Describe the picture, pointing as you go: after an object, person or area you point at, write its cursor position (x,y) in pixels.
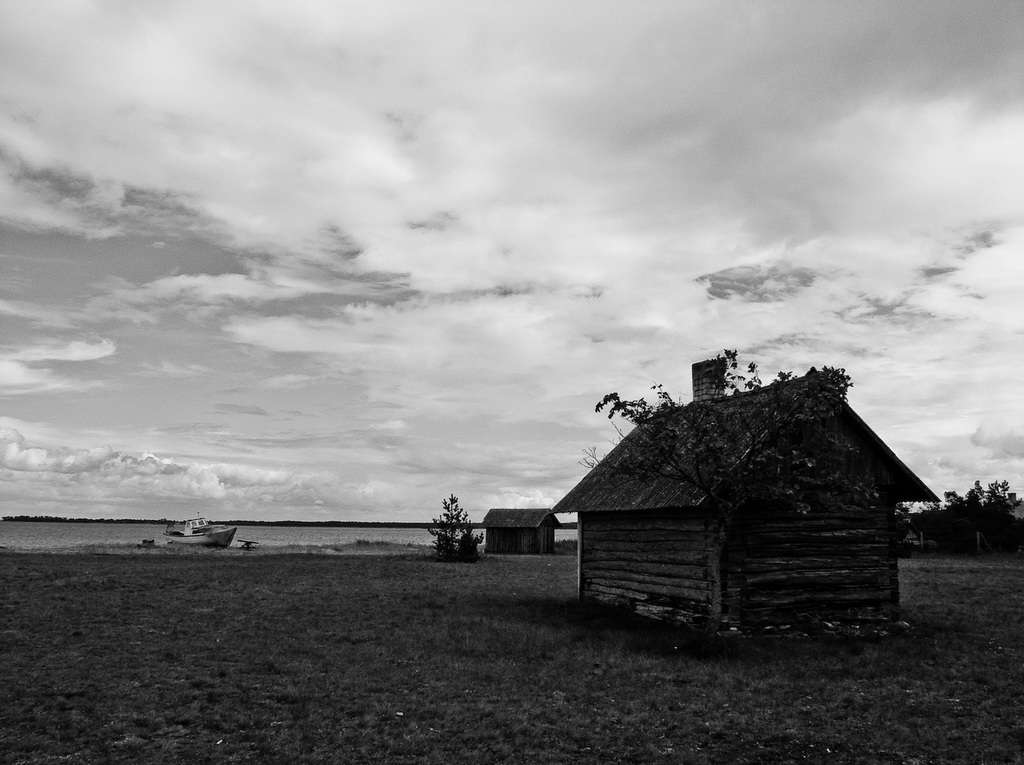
In this picture there is a boat (218,534) here, there is ocean (560,530) and there are some buildings (636,565) and the sky (289,291) is cloudy.
